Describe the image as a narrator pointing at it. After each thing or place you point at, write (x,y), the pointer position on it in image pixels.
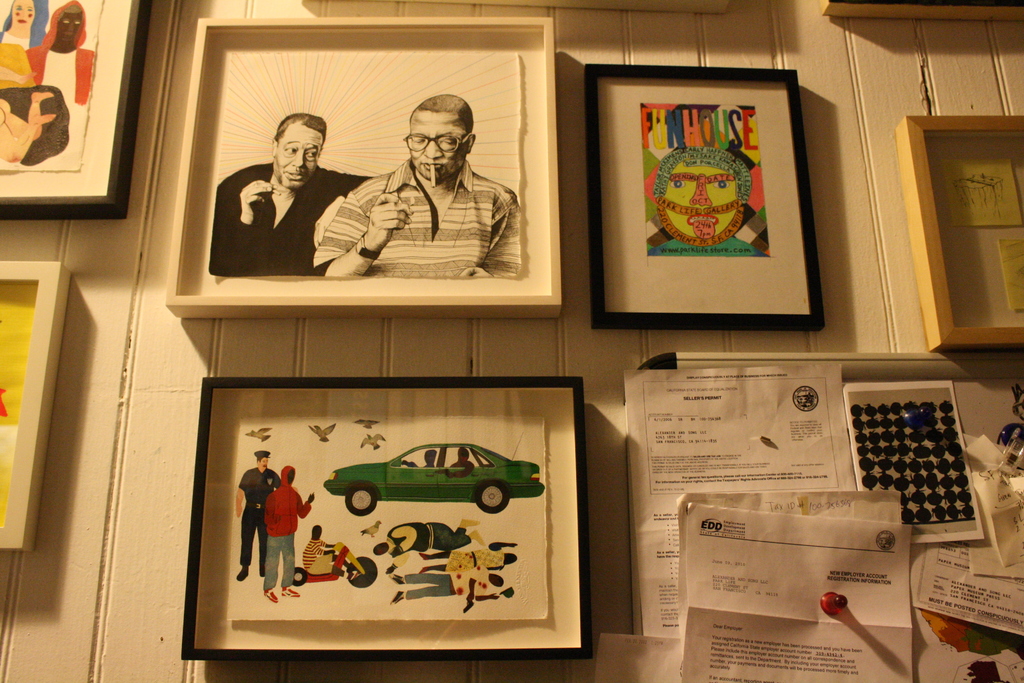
In this image we can see a group of photo frames (326,381) on the wall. In the bottom right (846,519) we can see few papers (894,557) with text (755,636) attached to a board (991,382).
